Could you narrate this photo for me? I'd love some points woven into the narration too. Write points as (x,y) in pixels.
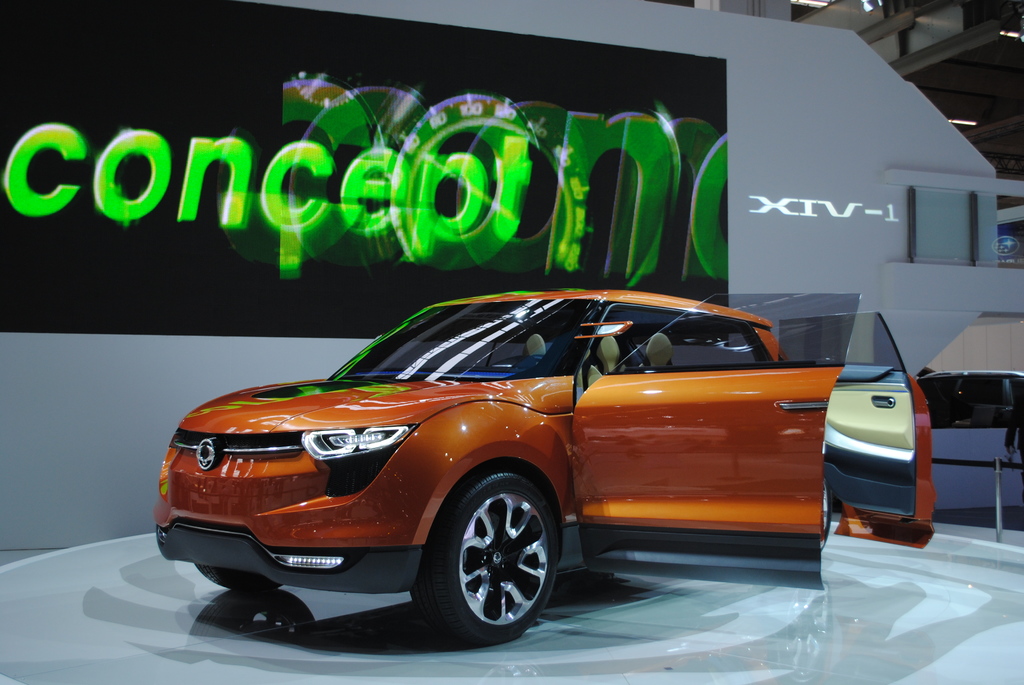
In the foreground of this image (508,485), there is a car (552,581) on the floor (690,628). In the background (498,205), there is a screen (469,171) on the wall (812,148). At the top (971,35), there is a ceiling (971,35). On the right (994,382), it seems like another car (985,382) in the background (928,396).
